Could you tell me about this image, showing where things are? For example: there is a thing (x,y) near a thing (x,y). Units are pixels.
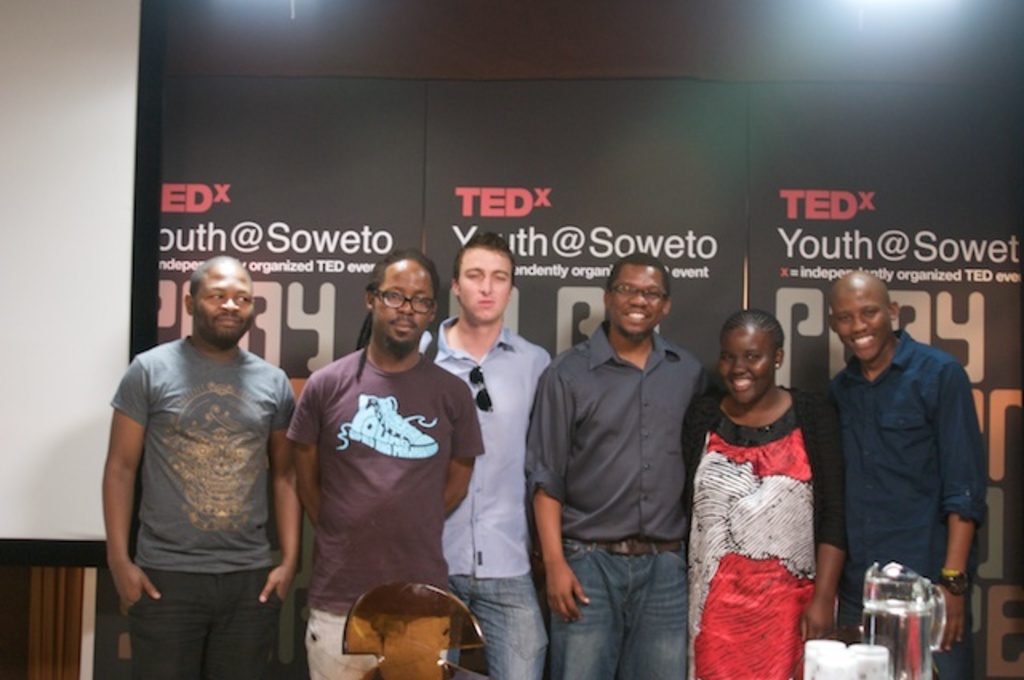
In this image I can see six persons (603,364) are standing on the floor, mug (922,611) and glasses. In the background (1021,571) I can see a wall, lights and hoardings (592,219). This image is taken may be in a hall (452,479).
